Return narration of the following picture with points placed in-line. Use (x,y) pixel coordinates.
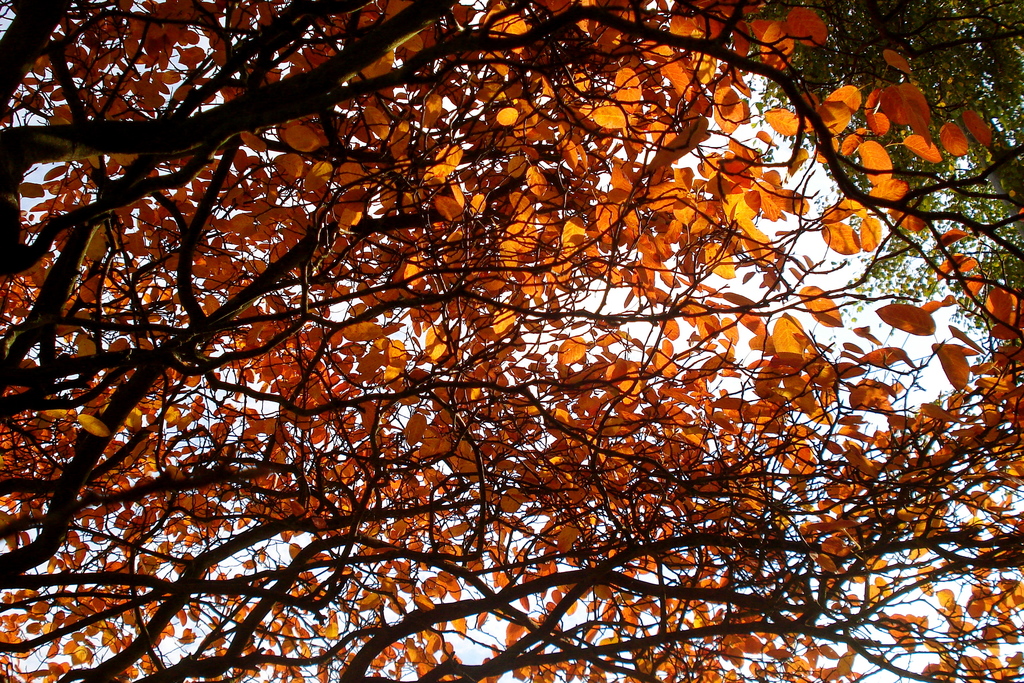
In this image there are trees (738,195) with green and orange color leaves (986,505), and in the background (943,544) there is sky (929,387).
